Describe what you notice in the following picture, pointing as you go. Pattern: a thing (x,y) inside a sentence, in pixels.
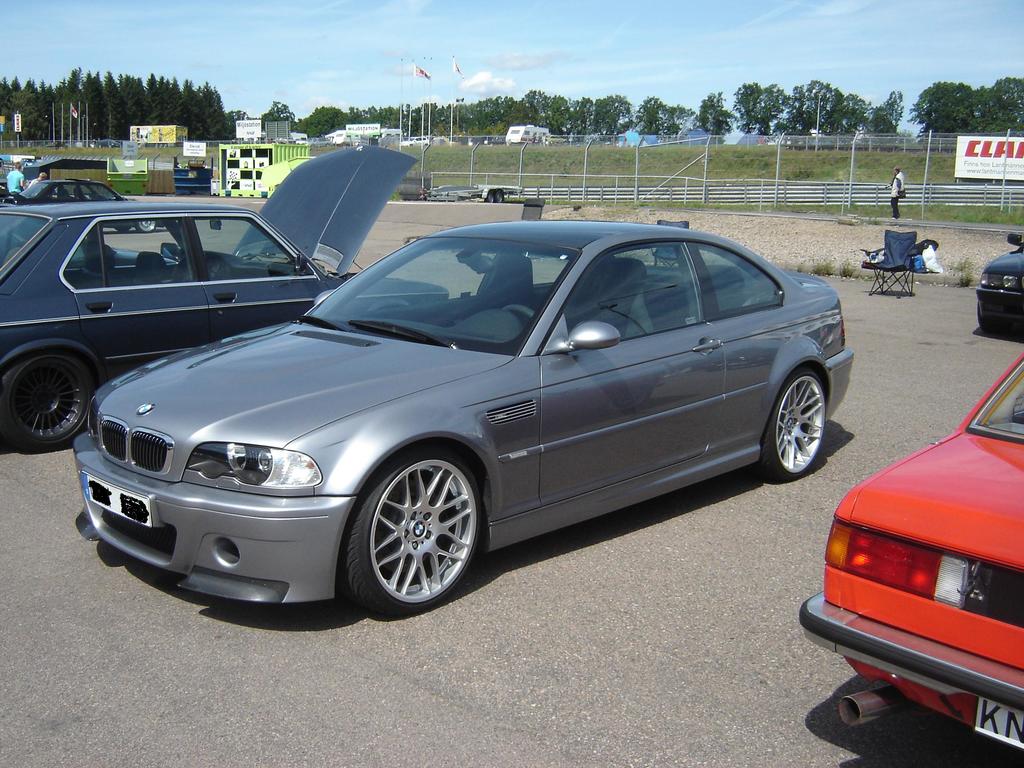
In this image we can see the vehicles (486,528) parked on the road (752,642). We can also see a chair (901,260), fence (567,189), hoarding (988,150), flags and also trees (496,100). Sky (807,45) is also visible with some clouds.
